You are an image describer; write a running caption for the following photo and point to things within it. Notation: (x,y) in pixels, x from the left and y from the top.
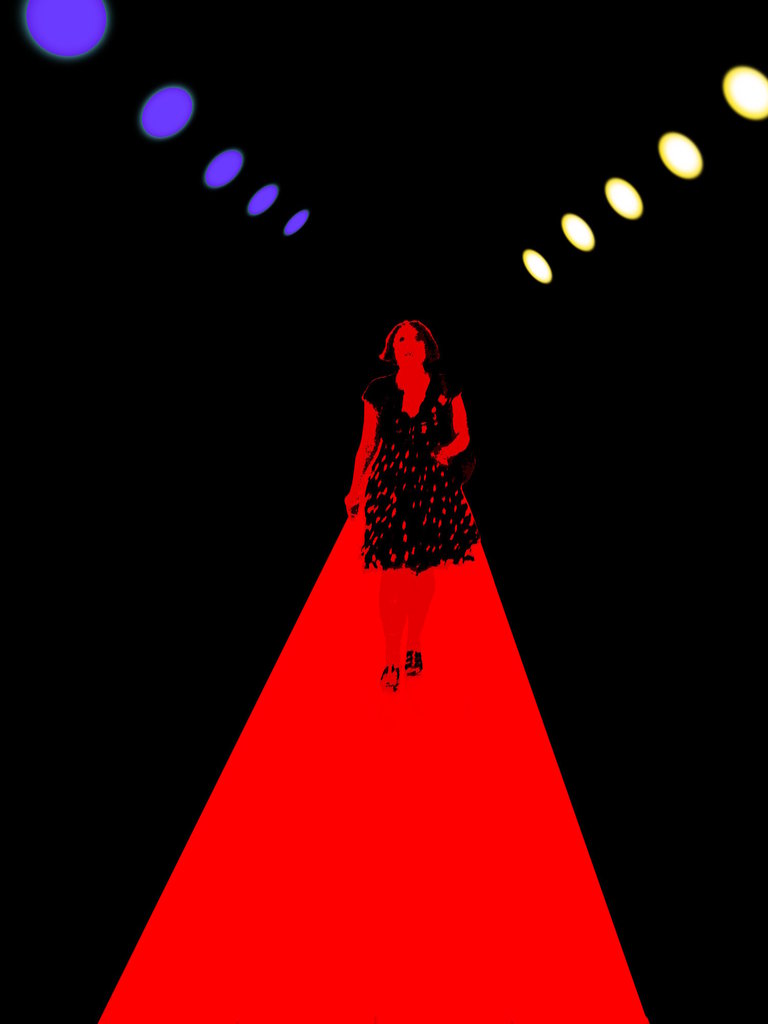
This is an edited image. In the image there is a lady (360,458) walking on the red color platform (349,795). There is a black background with lights (54,29).
